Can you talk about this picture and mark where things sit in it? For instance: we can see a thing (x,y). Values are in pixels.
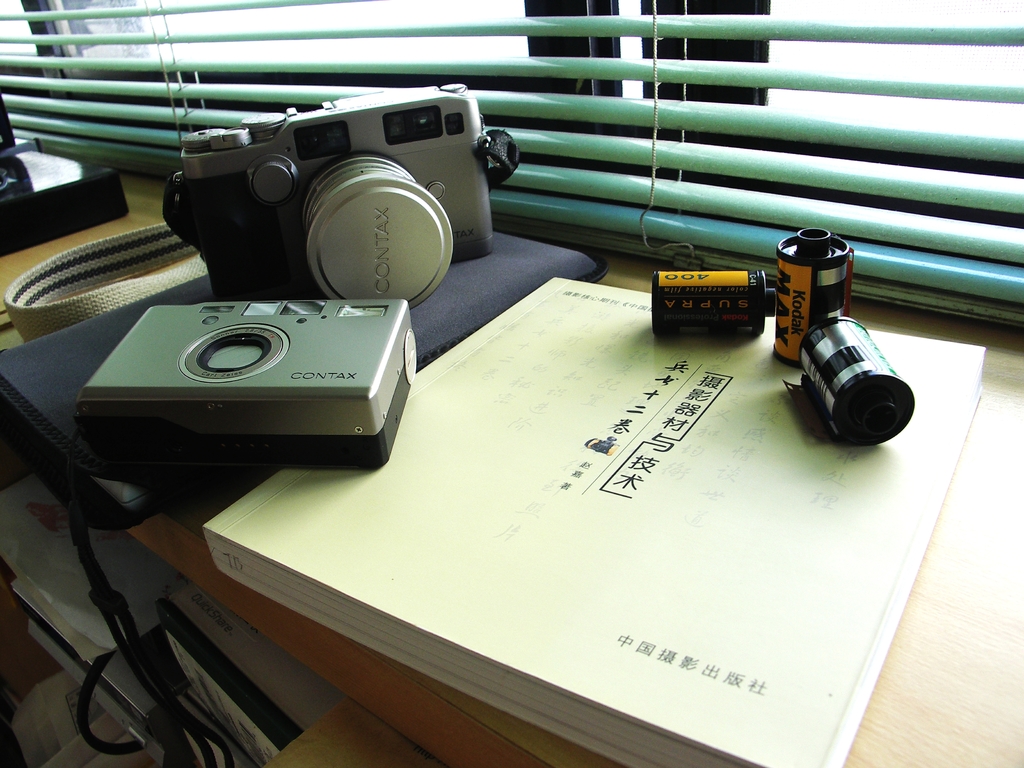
In this image there is a table (982,640) on which there are books (402,618), file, camera (289,173), lens (373,177), film rolls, belt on it. In the background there is a curtain (643,121). At the bottom (214,638) there is a box (244,639) on the left side (252,727) and there are books (212,673), papers (82,607), wires (121,606) beside it.
